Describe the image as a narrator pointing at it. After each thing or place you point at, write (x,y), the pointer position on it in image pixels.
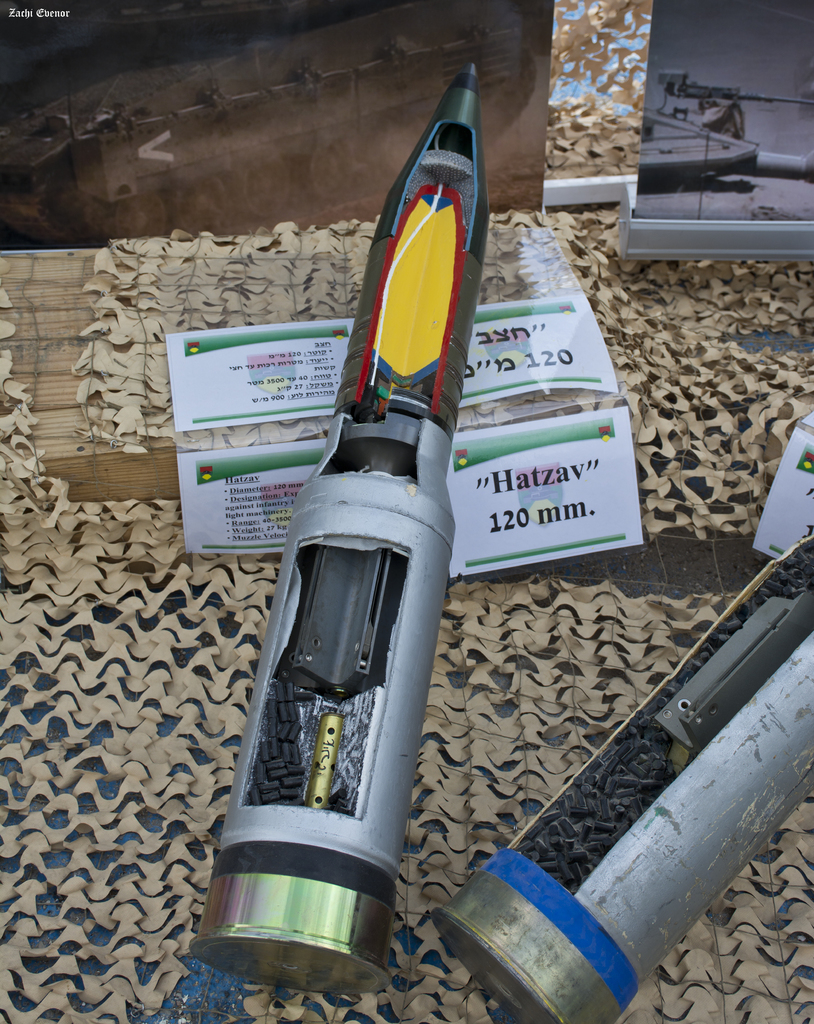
In this image in the foreground (356,754) there are two devices (373,739) which are looking like some shells (717,798), at the bottom (545,786) there is a net (677,475) and some papers (570,498). In the background (411,148) there are two boards (539,148).
